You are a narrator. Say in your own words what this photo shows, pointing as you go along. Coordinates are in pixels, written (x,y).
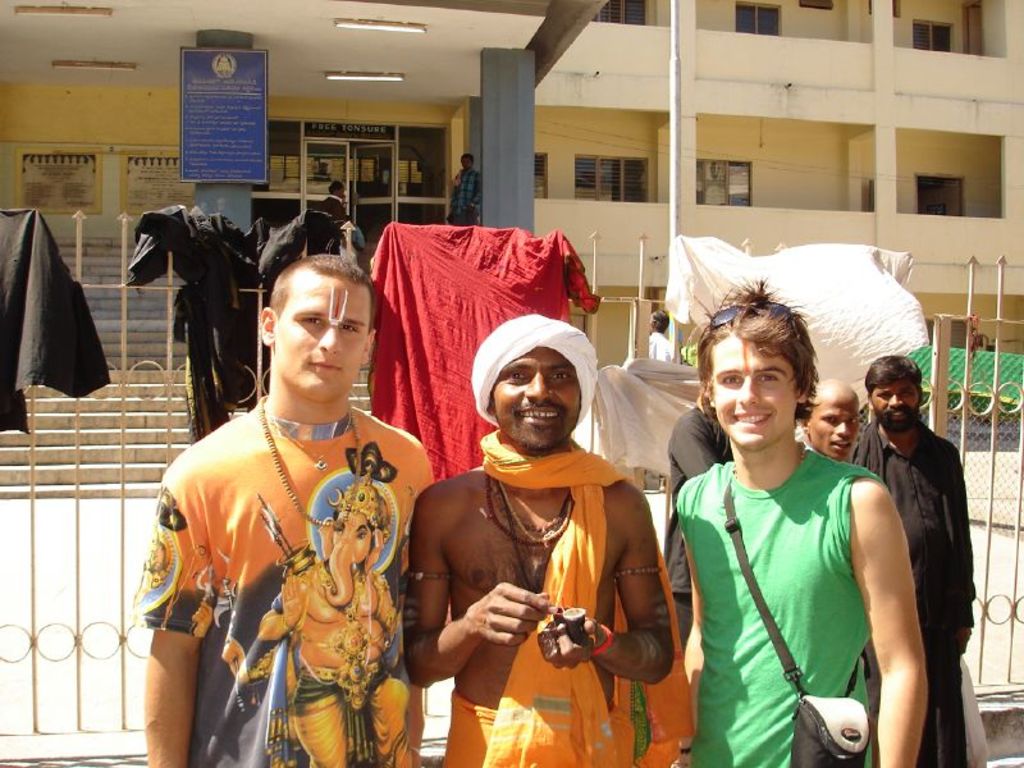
In this picture we can see few people (672,593) and in the background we can see a fence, clothes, building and some objects (825,705).
